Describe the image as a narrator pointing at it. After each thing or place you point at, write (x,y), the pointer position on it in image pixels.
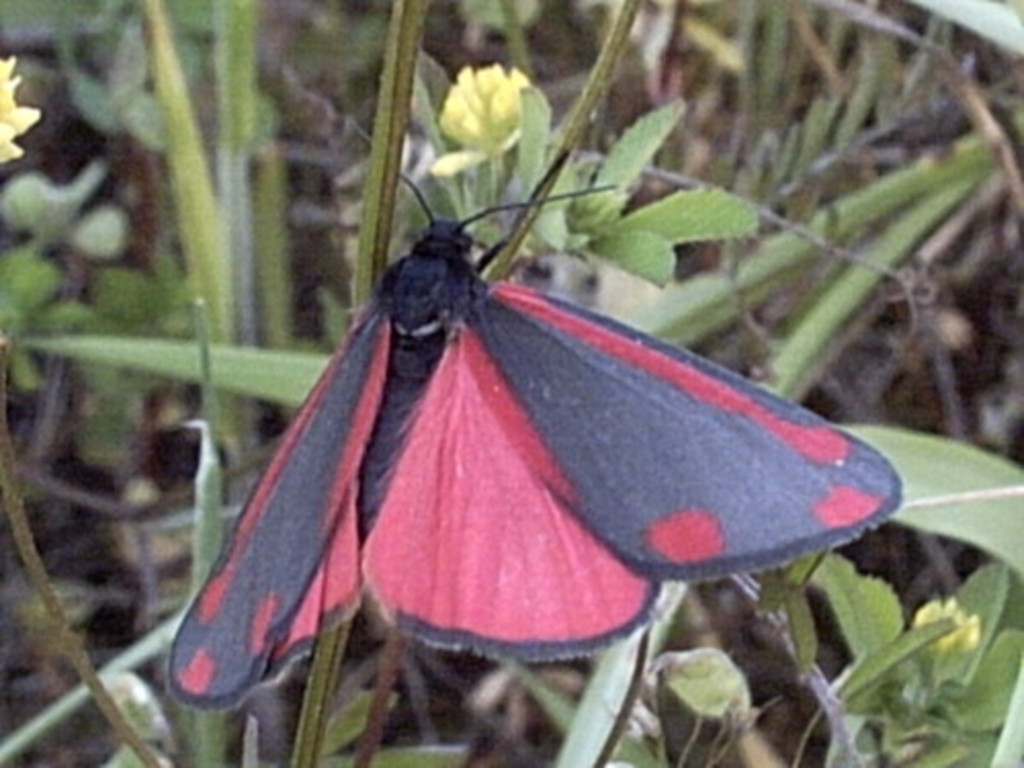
In the center of the image (563,319), we can see a butterfly (371,440) and in the background (353,187), there are plants (277,383).
